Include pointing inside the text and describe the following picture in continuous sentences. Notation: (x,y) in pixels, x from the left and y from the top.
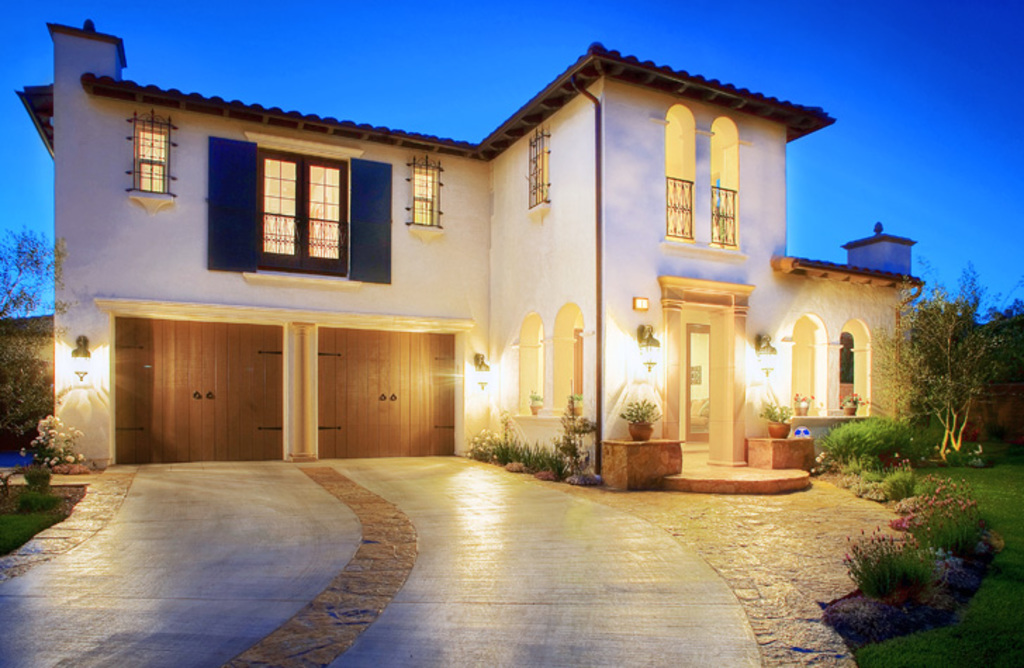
In this image on the right side (961,640) there is grass (957,624) on the ground (936,592) and there are plants (944,492). In the background (425,326) there is a house (402,325) and there are lights (480,358). On the left side (12,514) there are plants (17,339) and there's grass (21,524) on the ground (15,535).
